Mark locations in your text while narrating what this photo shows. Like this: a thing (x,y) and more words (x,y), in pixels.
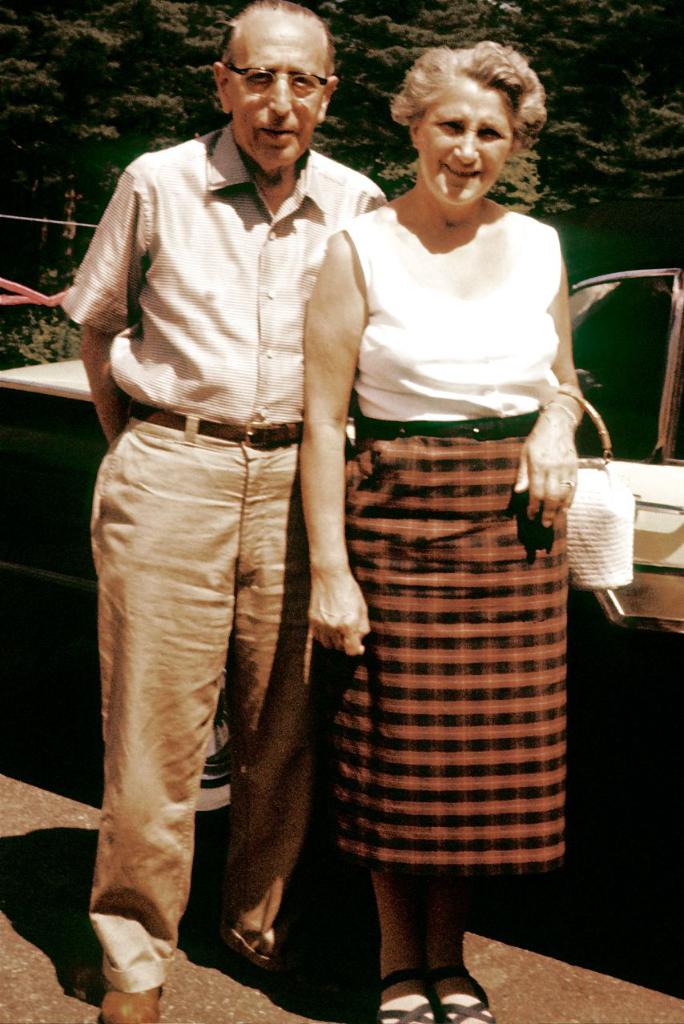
In this image we can see a man (274,8) and a woman (436,147) are standing. Behind them, we can see a car (637,480) and trees (644,89). The man (191,366) is wearing a shirt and pant (191,534) and the woman (479,351) is wearing white top (472,390), skirt (501,658) and holding a bag (584,517).
